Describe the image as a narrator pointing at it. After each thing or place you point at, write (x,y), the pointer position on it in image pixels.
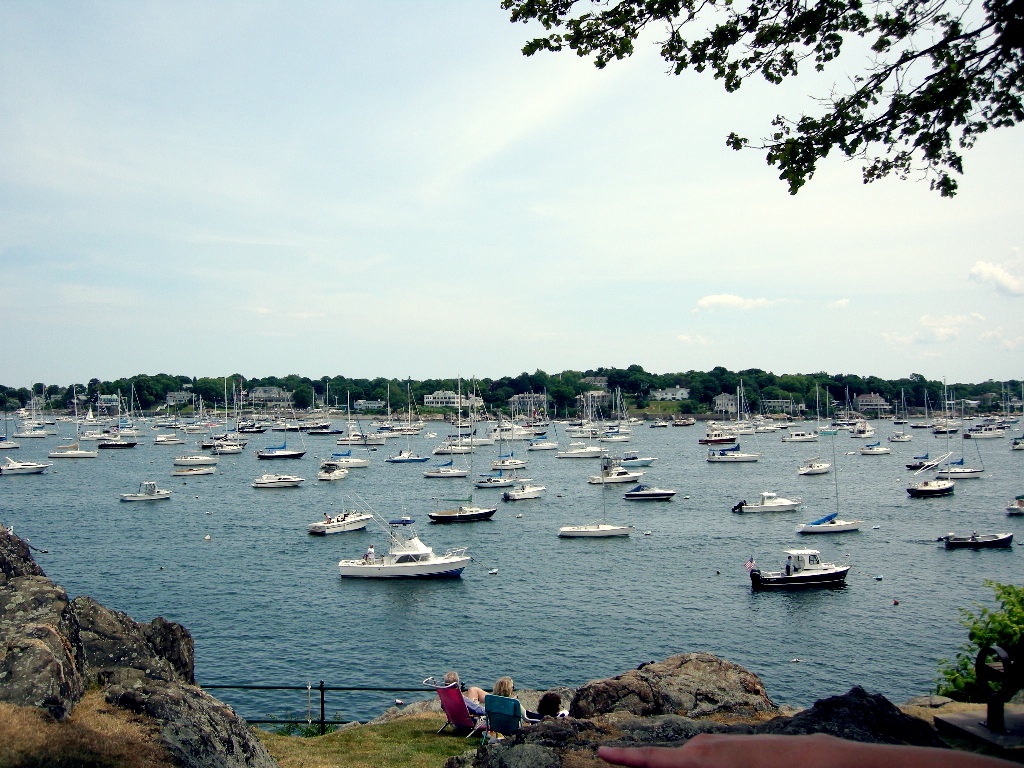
In this picture we can see a group of boats (341,469) on water (328,446), here we can see people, trees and we can see sky (657,316) in the background (572,333).
